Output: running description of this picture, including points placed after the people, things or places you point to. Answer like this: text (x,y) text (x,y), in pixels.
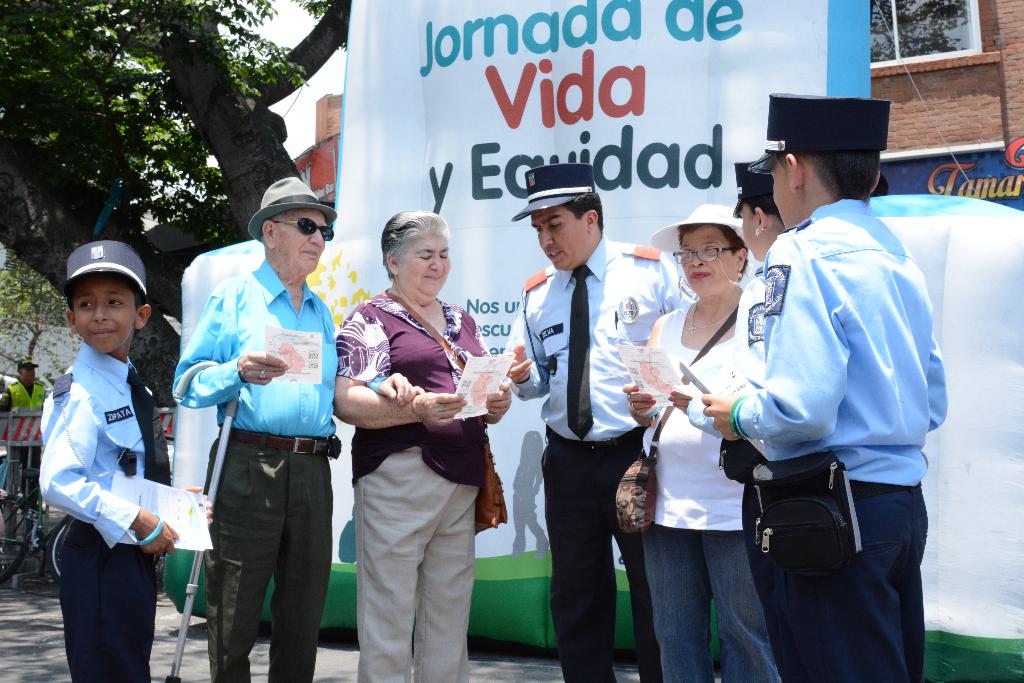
Front these people (576,429) are standing and holding papers (656,374). Background (716,5) there is a hoarding (423,68), building (958,97) with window (933,47), person (11,399) and tree (146,35).
